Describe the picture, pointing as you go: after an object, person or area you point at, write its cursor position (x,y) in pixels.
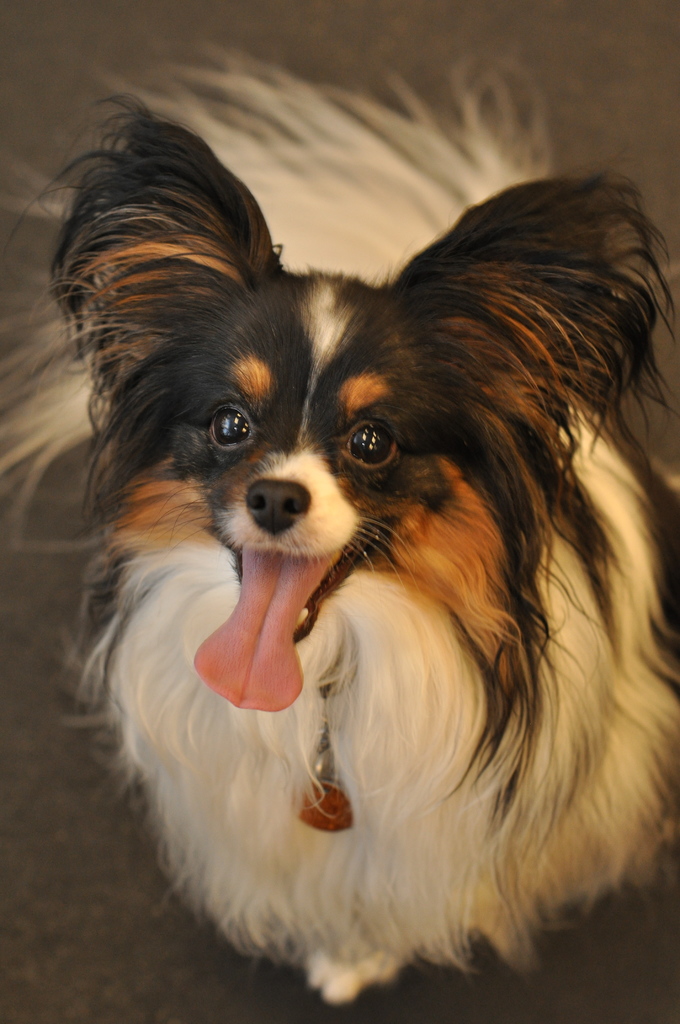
In the picture I can see a dog (405,652) is standing on the ground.
